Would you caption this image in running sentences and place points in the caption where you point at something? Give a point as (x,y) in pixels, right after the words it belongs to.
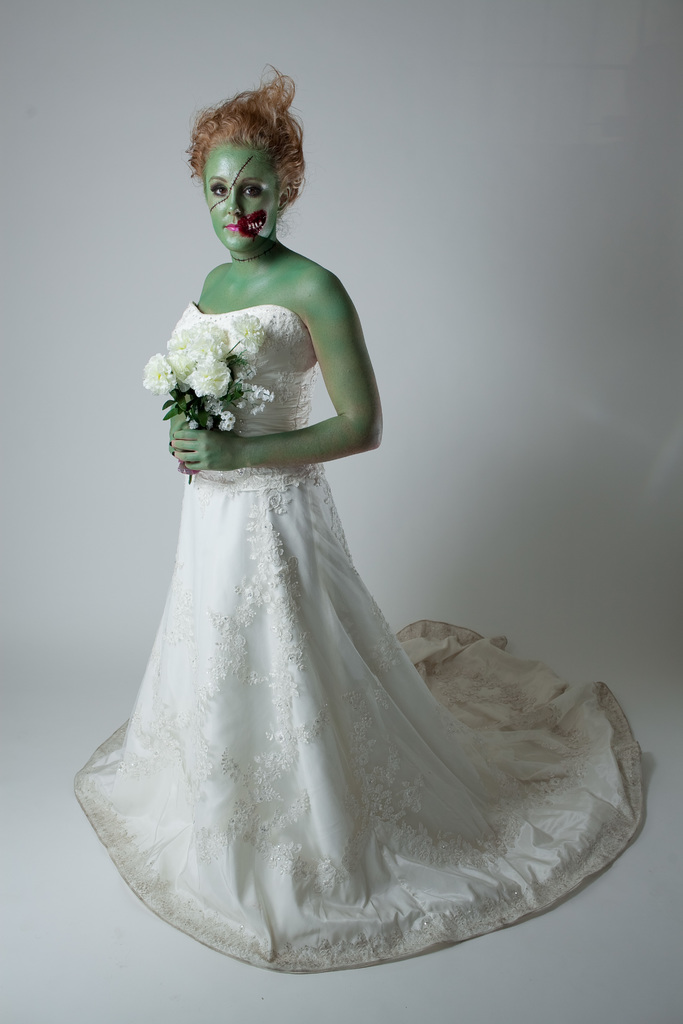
As we can see in the image there is a white color wall (497,333), a woman (336,361) wearing white color dress (226,546) and holding flowers (188,410).
